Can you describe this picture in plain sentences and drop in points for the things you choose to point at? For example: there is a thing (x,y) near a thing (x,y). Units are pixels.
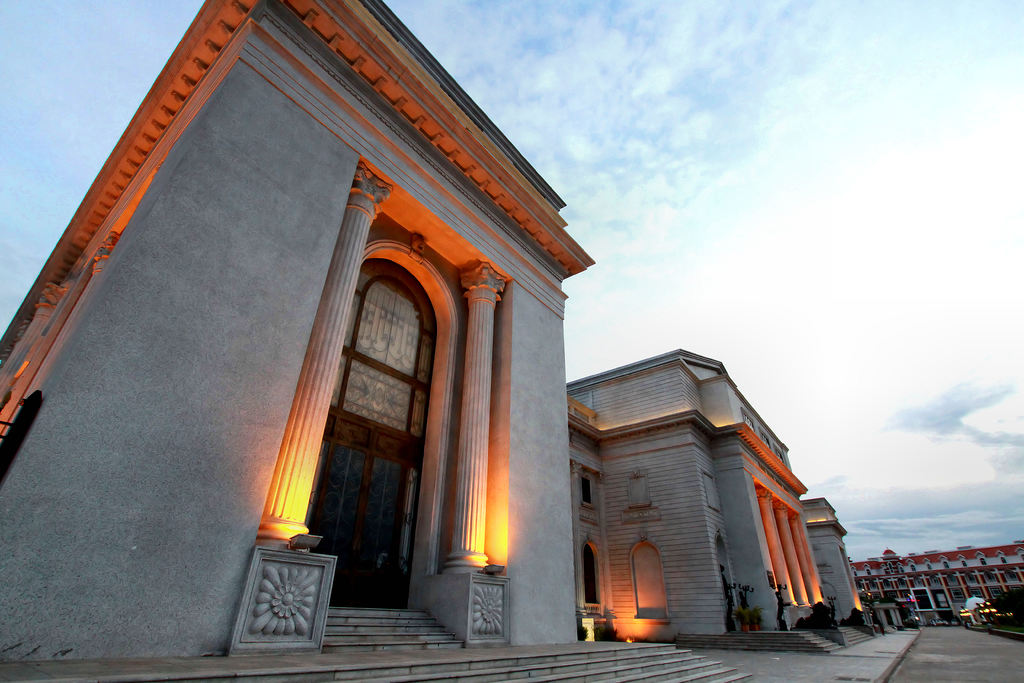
In this image we can see buildings (444,518), electric lights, stairs (603,651), trees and sky (655,120) with clouds (739,155) in the background (722,132).
